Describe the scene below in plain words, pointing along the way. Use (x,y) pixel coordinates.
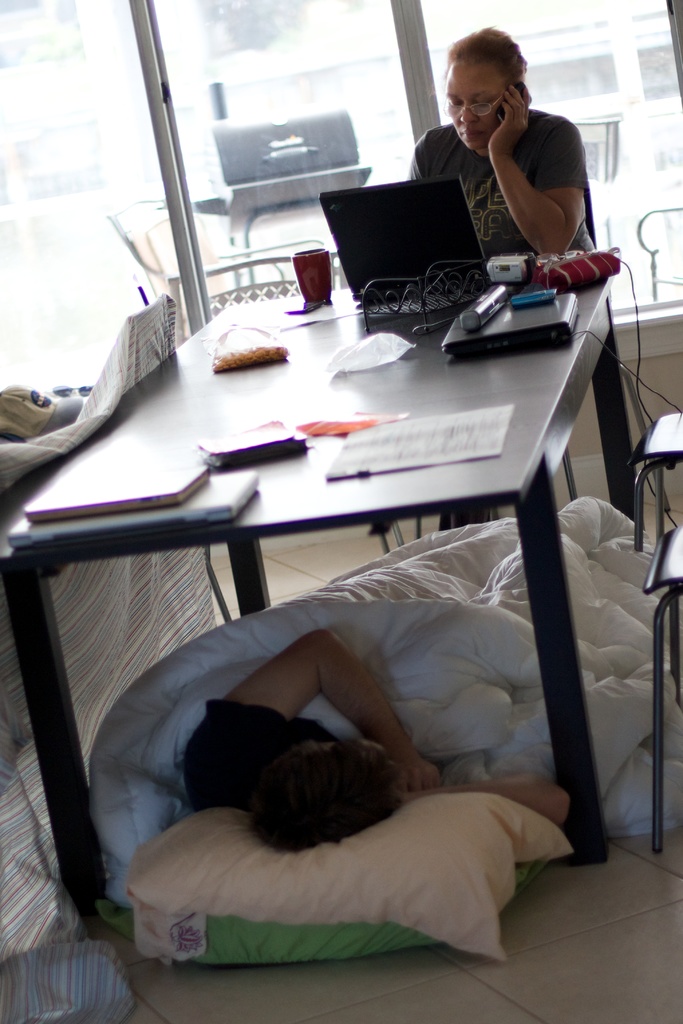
In this image I see a woman (570,220) who is sitting on chair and there is a table (586,287) in front of her on which there is a laptop (476,333), papers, cup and other few things (277,349). I can also see there is a man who is under the table (359,523) and he is sleeping and I see the chairs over here. In the background (360,8) I see the glass (34,329).
